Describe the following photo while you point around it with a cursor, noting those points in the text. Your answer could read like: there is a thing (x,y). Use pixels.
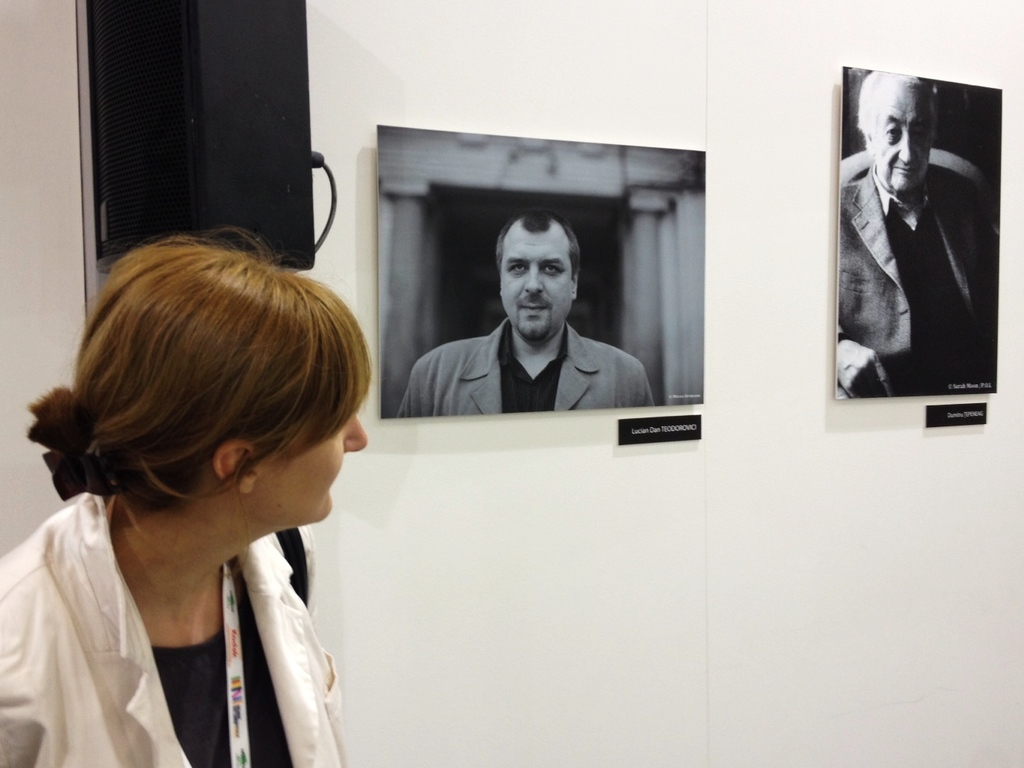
In this image, we can see a person (142,547) in front of the wall (335,601). There is a speaker (158,192) in the top left of the image (166,157). There are photos (881,220) on the wall (795,428).
